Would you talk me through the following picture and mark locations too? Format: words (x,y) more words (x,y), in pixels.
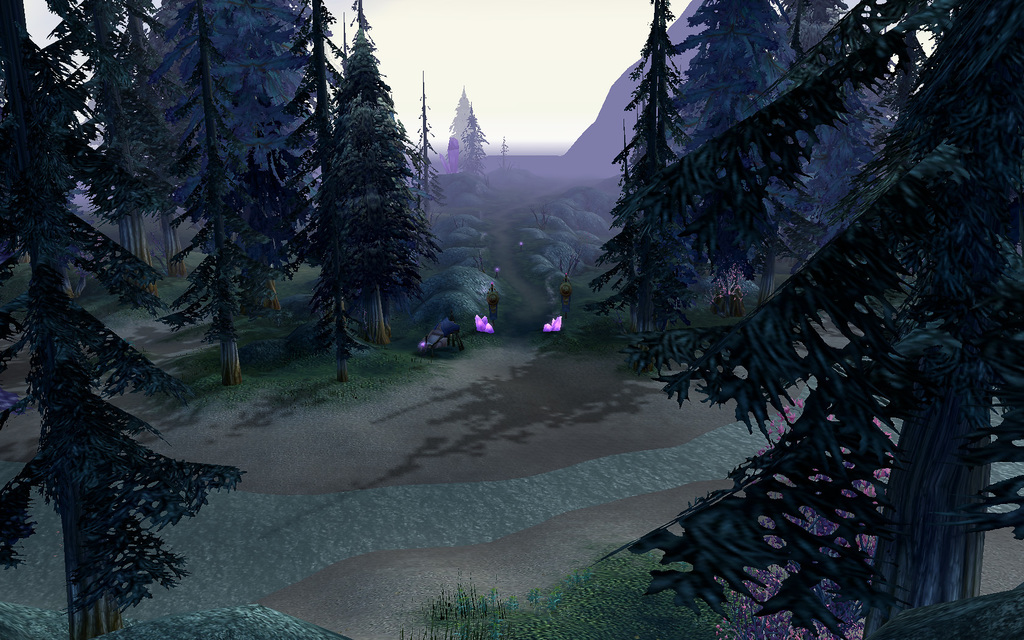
In this image we can see a graphical image of a group of trees (871,191), plants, mountain (616,128) and sky (536,75).
